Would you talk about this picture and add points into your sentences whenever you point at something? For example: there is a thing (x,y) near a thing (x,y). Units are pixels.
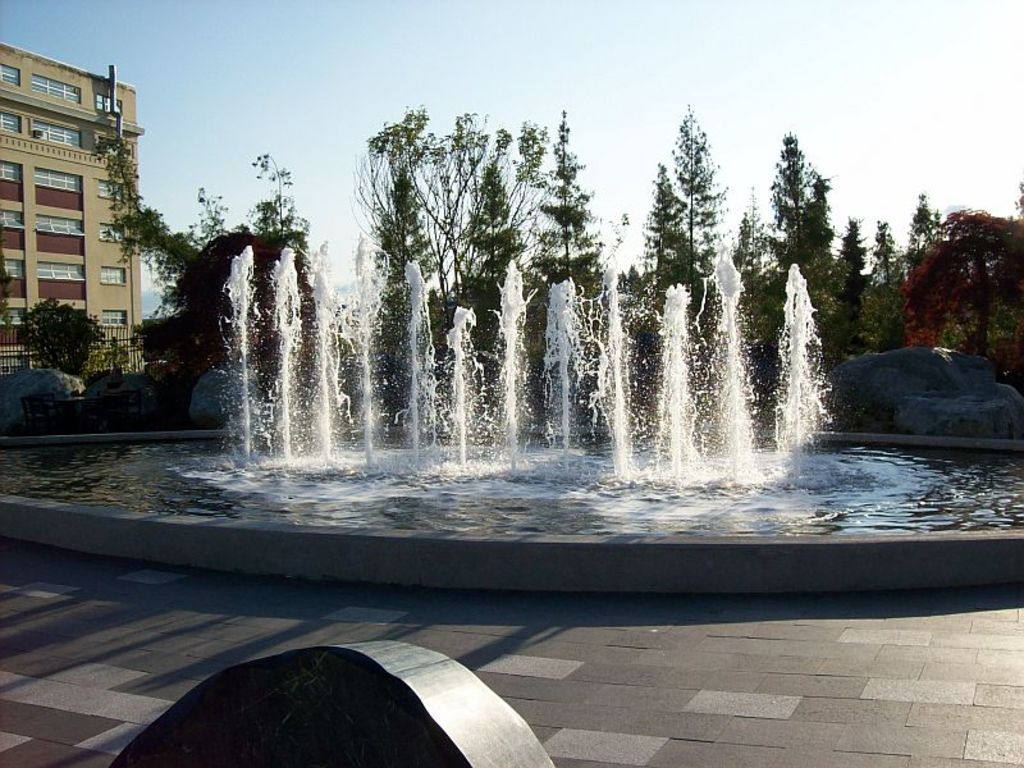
Here in this picture, in the middle (458,383) we can see a fountain (499,368) in which we can see water (369,317) flowing through a place and behind that on the left side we can see a building (11,302) with windows (58,181) present over there and in the front of it we can see a railing (126,334) present and we can see plants (220,357) and trees (958,282) present on the ground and we can also see rock stones (965,399) present and we can see the sky (445,15) is clear.
